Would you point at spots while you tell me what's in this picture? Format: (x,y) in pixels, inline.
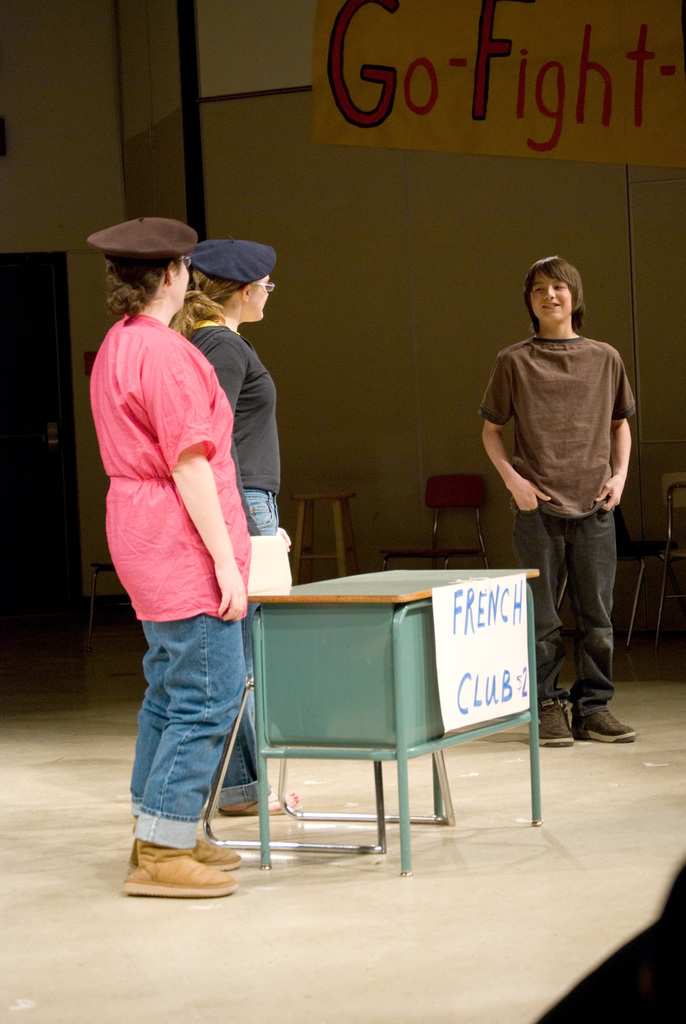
In the middle of the image (236,489) two people (270,390) are standing and watching. Bottom of the image (304,712) a table (533,715) on the floor (524,728). Right side of the image (554,277) a person (564,740) is standing and smiling and watching. Behind the man (544,319) there is a chair (391,558), Behind the chair (472,489) there is a wall (385,183). Top right side of the image (564,159) there is a banner (387,111). Left side of the image (67,302) there is a door (1,320).
